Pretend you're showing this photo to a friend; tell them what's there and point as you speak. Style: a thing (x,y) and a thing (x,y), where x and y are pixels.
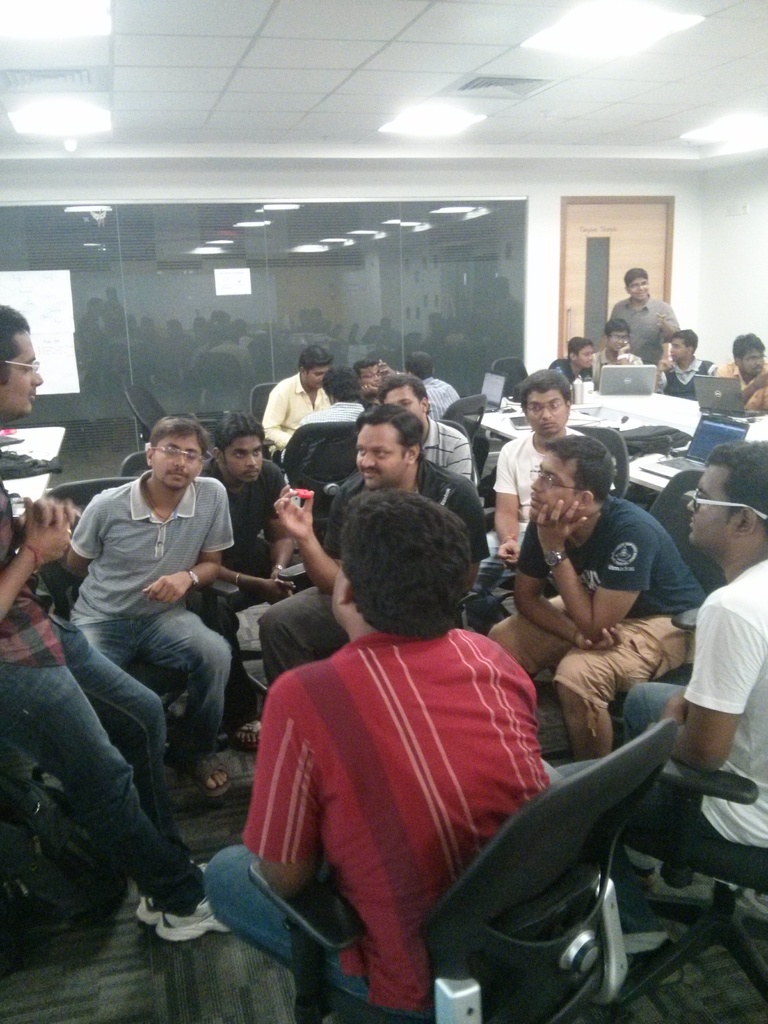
In this image I can see the ground (217,843), number of persons (335,642) are sitting on chairs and I can see a desk (630,400) and on the desk (683,416) I can see few laptops (721,434). In the background (643,306) I can see a person (635,301) standing, the wall (713,277), the door (620,237), the ceiling (287,38), few lights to the ceiling (429,84) and the glass surface (304,281).
